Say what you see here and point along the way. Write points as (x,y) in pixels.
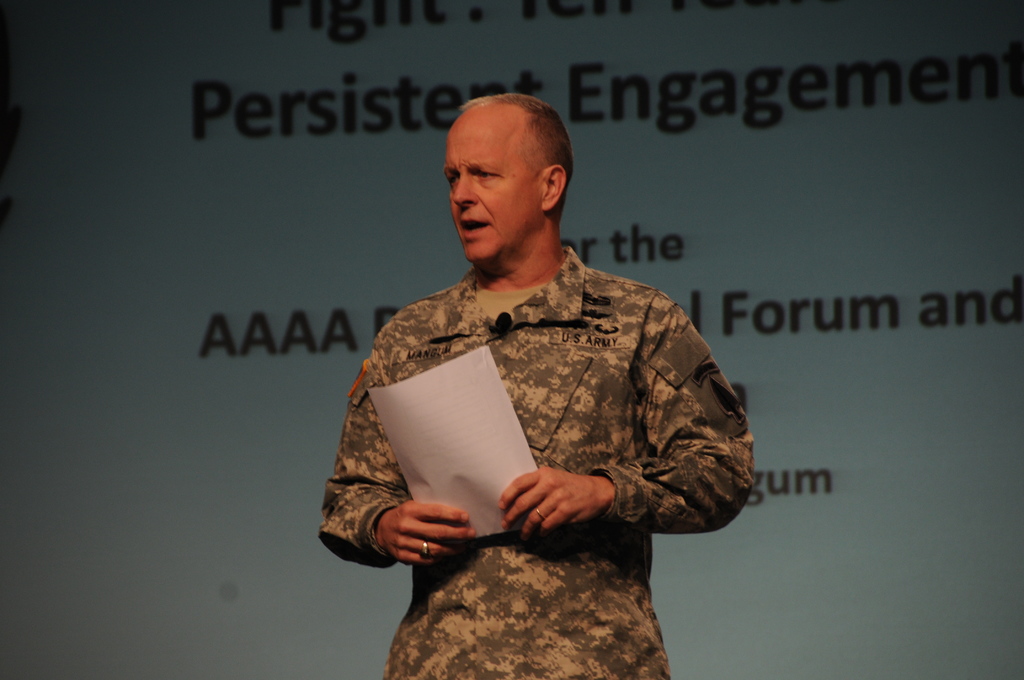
There is a person (494,346) holding a paper (519,429) and wearing a mic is standing and speaking. In the background (326,157) there is a wall (283,182) with something written on that.
